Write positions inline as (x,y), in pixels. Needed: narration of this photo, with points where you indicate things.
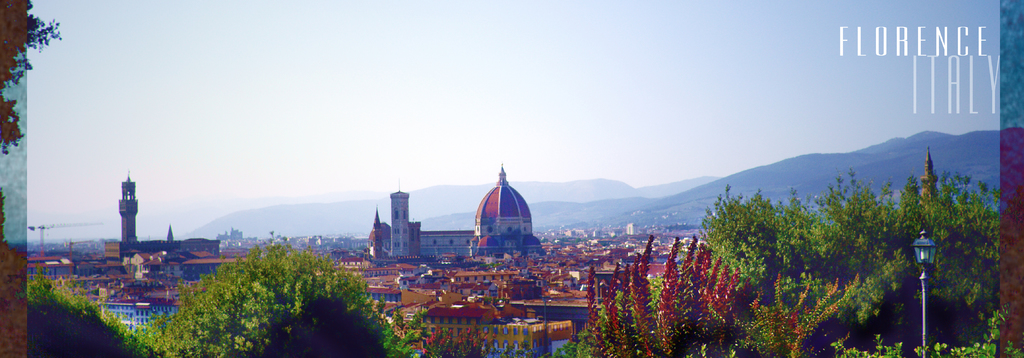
In the picture we can see some part of trees (727,300) and a pole (927,286) with lamp (919,255) near it and behind it we can see many buildings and some historical buildings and far away from it we can see some houses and hills (694,197) behind it and in the background (601,105) we can see the sky (426,78).
